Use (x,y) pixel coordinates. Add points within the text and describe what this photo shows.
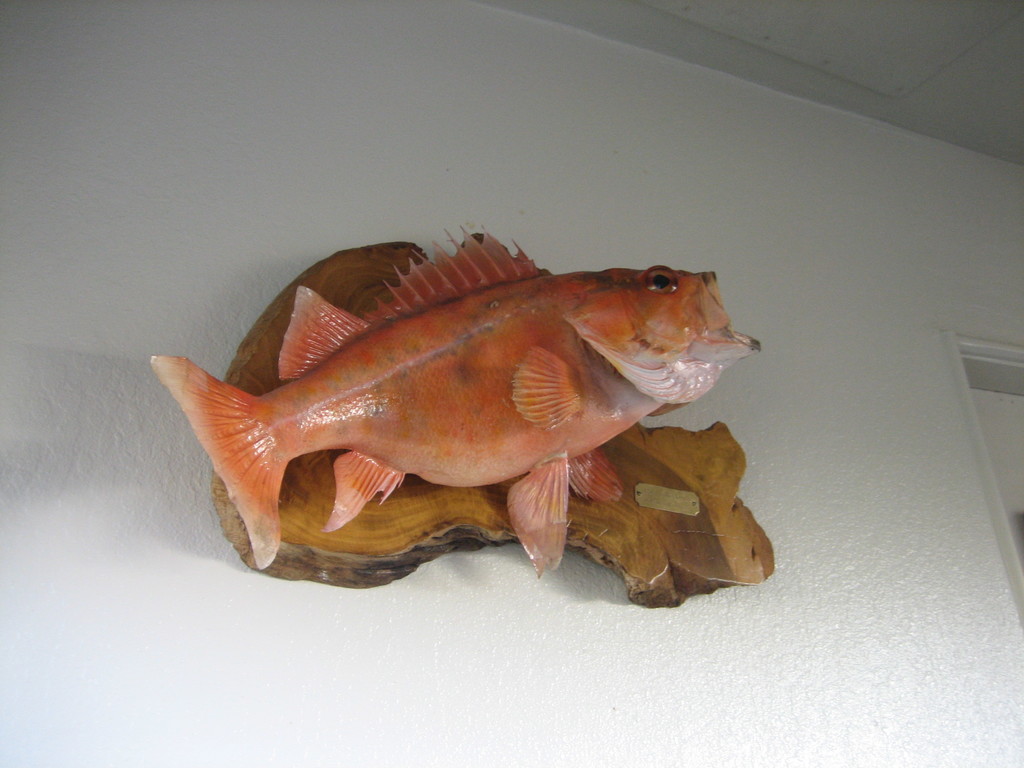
In the center of the image (489,327) we can see the depiction of a fish (480,395) attached to the plain wall (653,661). Ceiling (872,36) is also visible.
